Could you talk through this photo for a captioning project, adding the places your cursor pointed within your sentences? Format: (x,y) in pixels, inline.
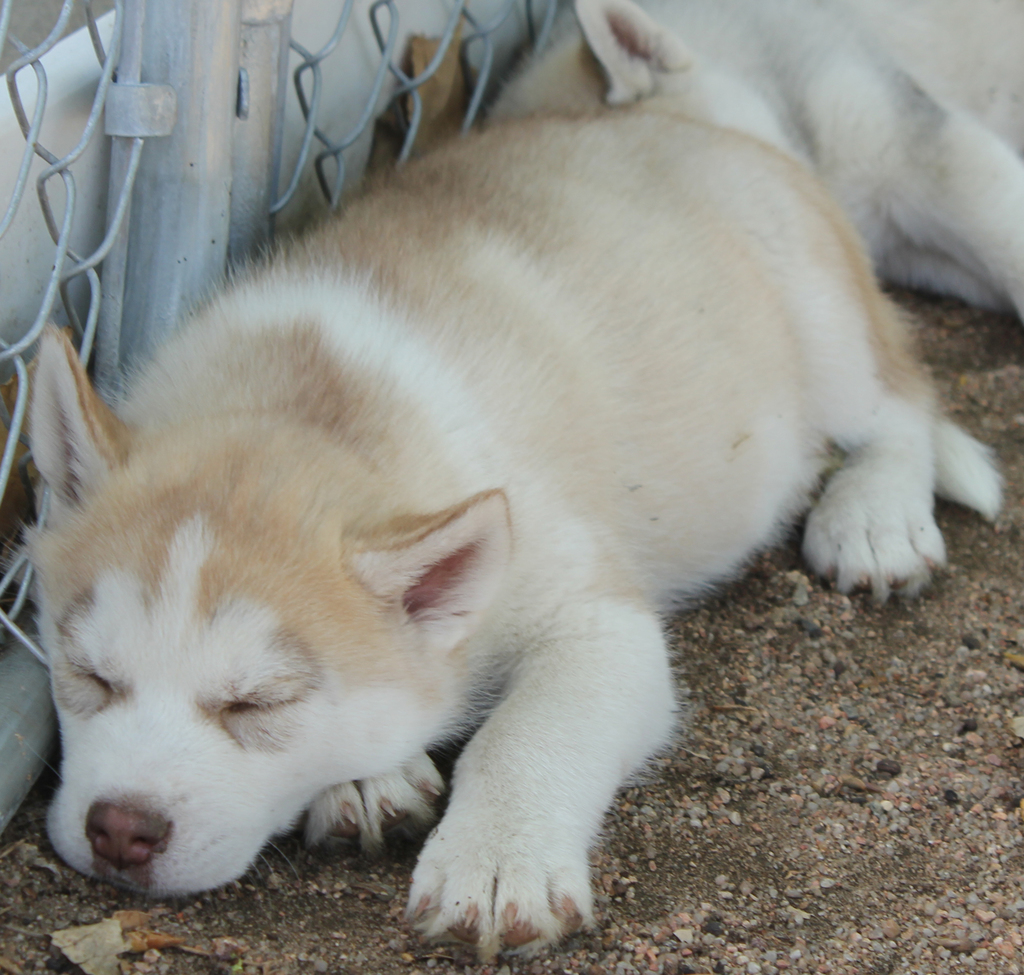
In this picture we can see dogs (870,64) are lying on the sand (816,795), side we can see fencing (141,201).
